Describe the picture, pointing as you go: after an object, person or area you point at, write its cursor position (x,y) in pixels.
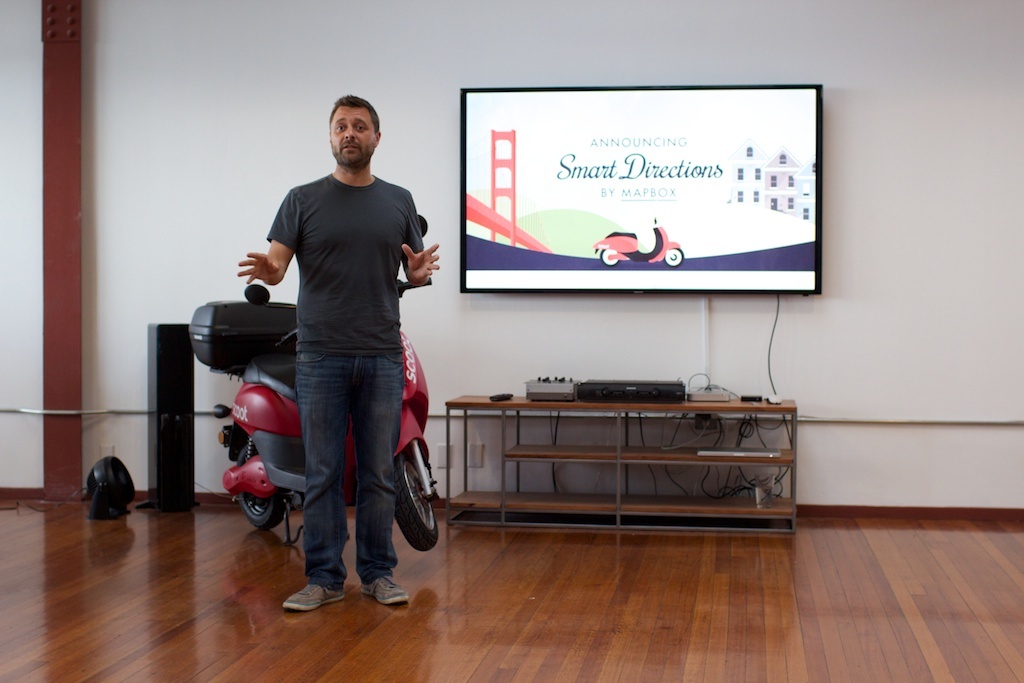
In the center of the image (373,403) we can see a person (343,383) is standing. In the background (605,264) there is a wall (268,101), screen (641,231), table (565,418), bike (291,450) and a few other objects (695,422). On the screen (617,260), we can see some text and some objects (599,251).
